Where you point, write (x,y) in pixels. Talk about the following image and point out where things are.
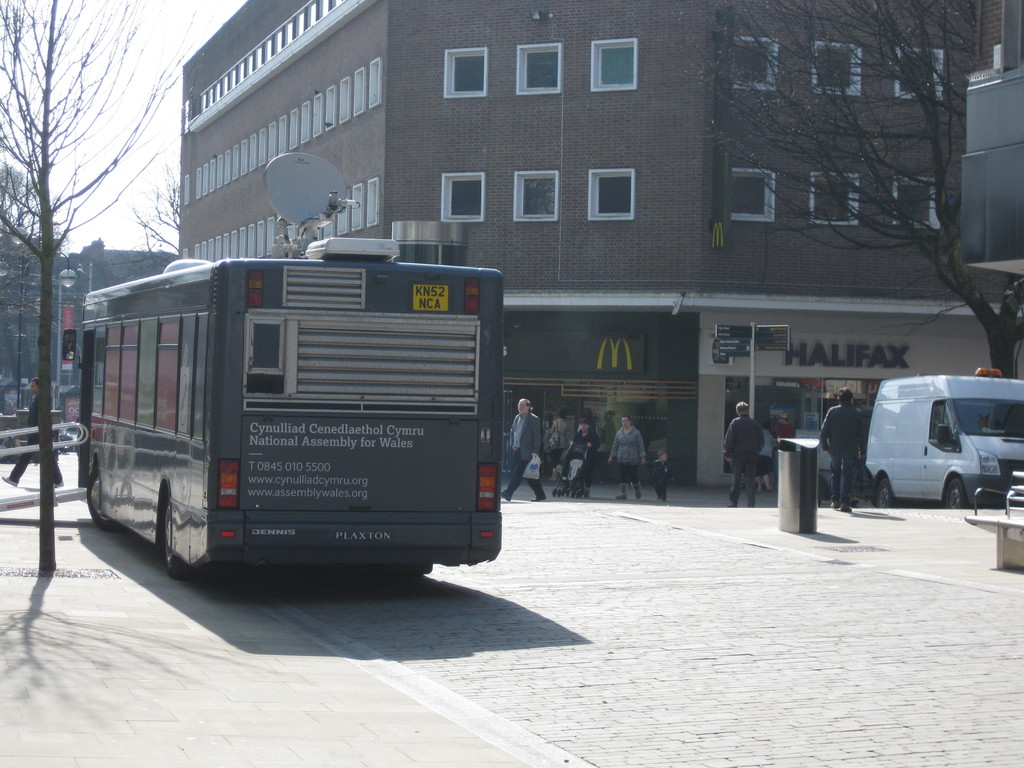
In this image we can see a bus (89,343) on the road (563,526). There are people (584,429) walking. In the background of the image (533,214) there are buildings (365,134). To the right side of the image (850,143) there is a tree (864,160). To the left side of the image (19,137) there is another tree (41,536). At the top of the image (173,25) there is sky (193,5).
